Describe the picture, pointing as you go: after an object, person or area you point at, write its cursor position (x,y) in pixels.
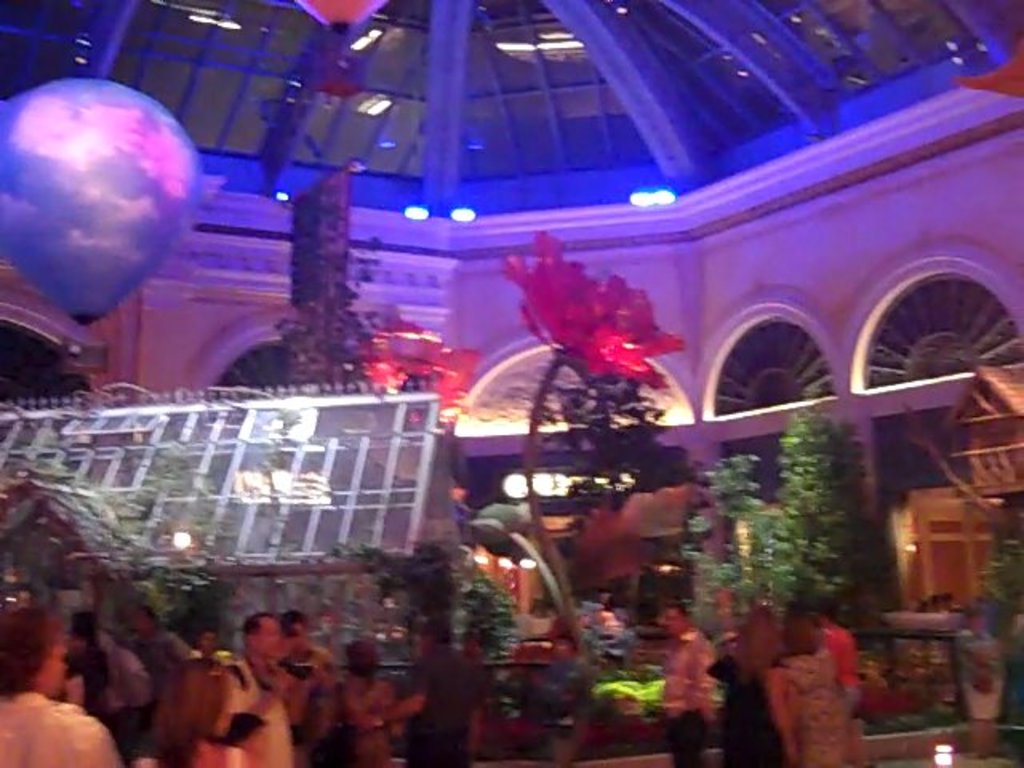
In this image we can see people (419,694) are standing on the floor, behind them plants (575,423) and decoration thing (125,229) is present.
